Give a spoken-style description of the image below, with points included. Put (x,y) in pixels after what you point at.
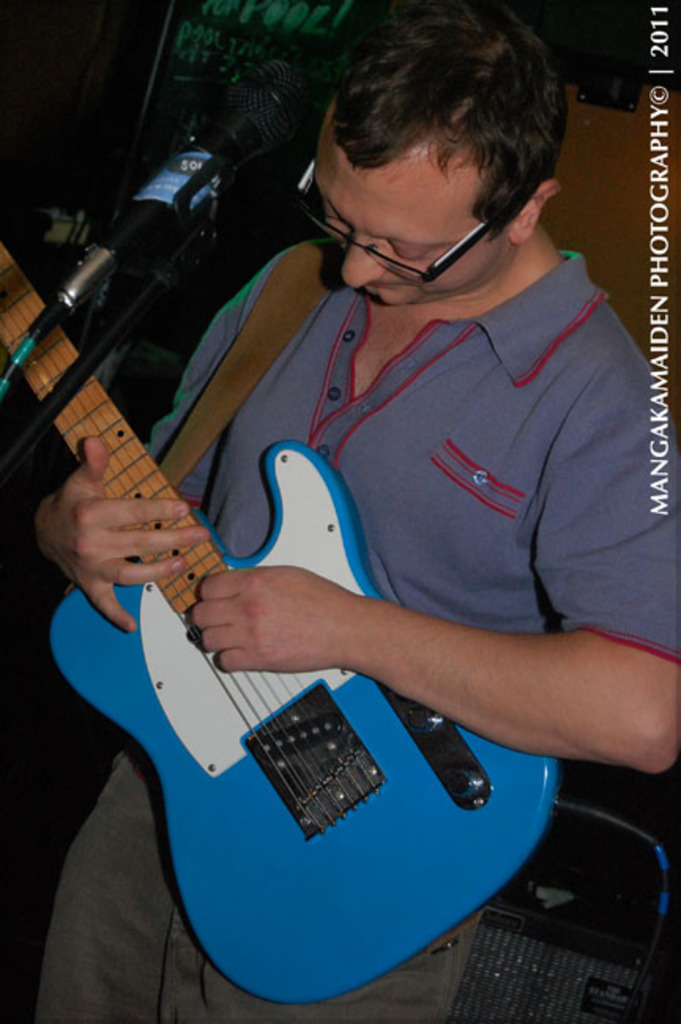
In the middle of this image (451,362), there is a person (458,377) in a gray color t-shirt (500,422), holding a guitar (291,848) and playing. In front of him, there is a mic (250,132) attached to a stand (188,203). On the top right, there is a watermark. In the background (596,122), there are other objects (596,116).
